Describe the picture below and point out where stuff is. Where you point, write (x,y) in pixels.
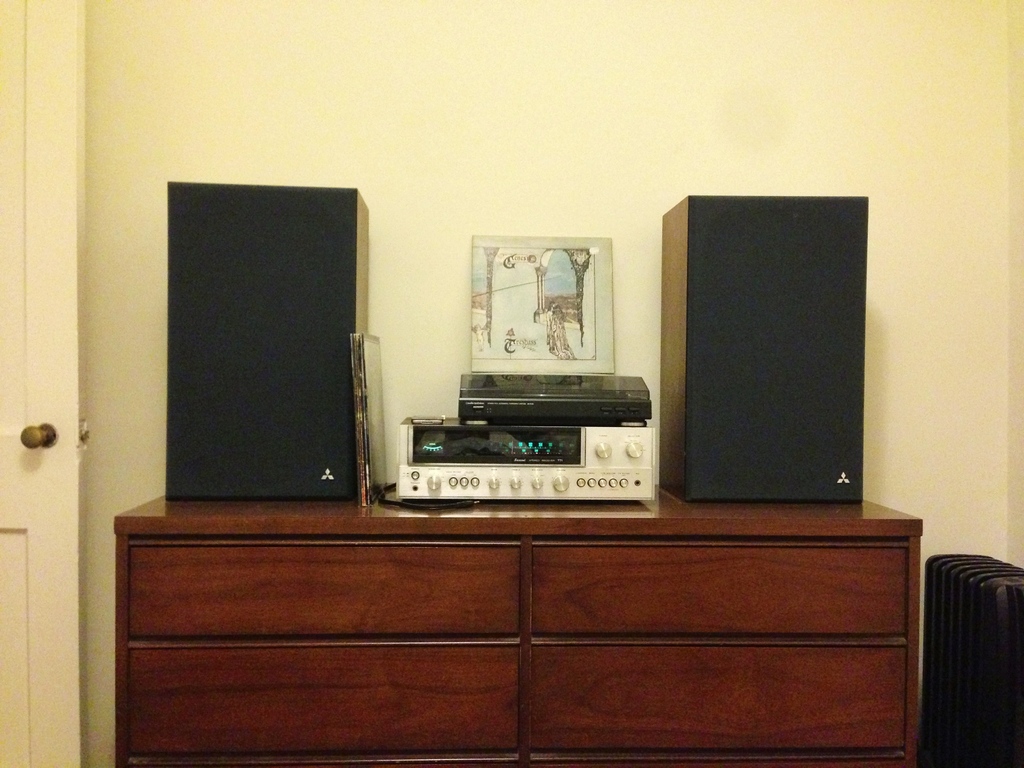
In this image I can see the music player (509,464) and the sound boxes (762,316) on the wooden dresser (427,611). The dresser (324,560) is in brown color. I can also see the record cover (490,362) on the player (504,381). In the background (422,54) I can see the cream color wall (502,144).
